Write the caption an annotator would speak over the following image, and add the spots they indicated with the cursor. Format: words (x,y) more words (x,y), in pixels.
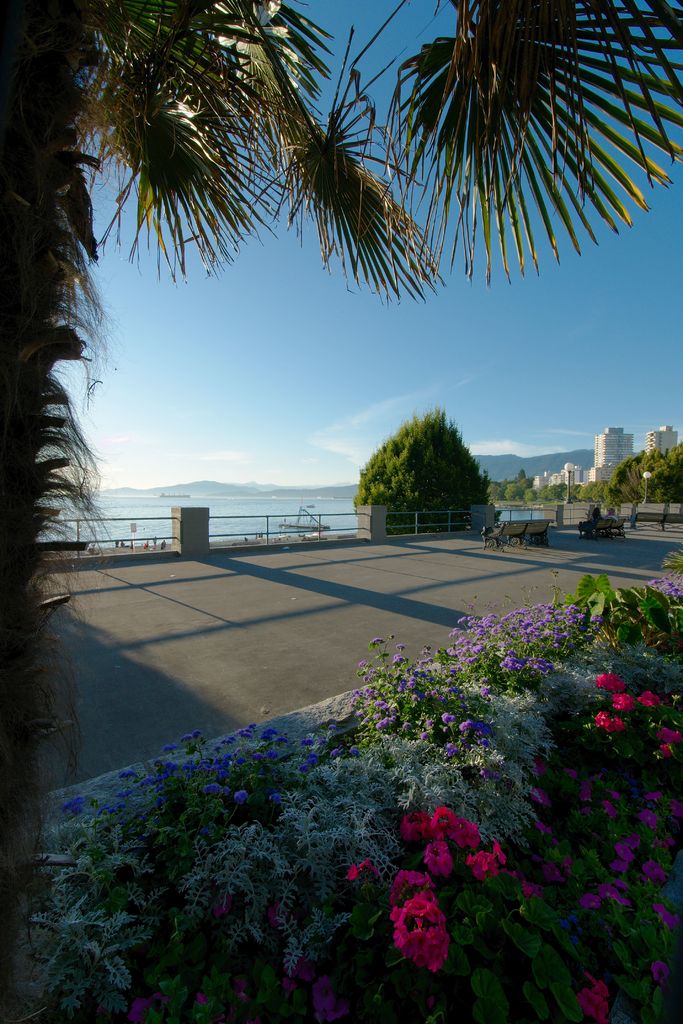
Here we can see plants (428,770) with flowers (456,664). Far there are buildings (610,443), trees (642,471), water (514,520) and people (613,519). Sky (246,348) is in blue color.
